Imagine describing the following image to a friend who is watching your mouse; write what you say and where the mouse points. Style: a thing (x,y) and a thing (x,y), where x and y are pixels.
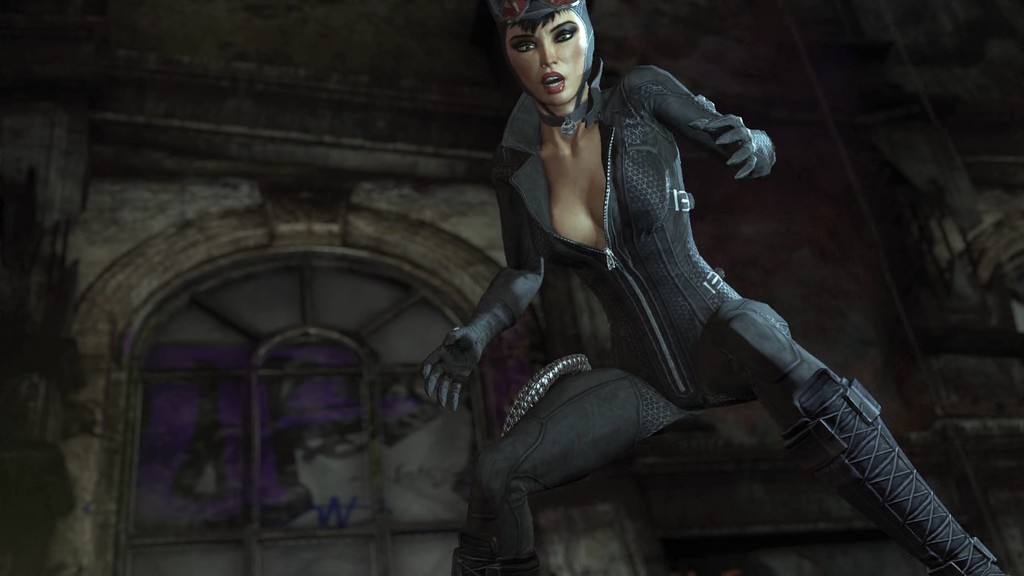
This is an animated image. In this image we can see a woman (534,474) standing. On the backside (362,345) we can see a window (350,404) and a wall (562,531).
